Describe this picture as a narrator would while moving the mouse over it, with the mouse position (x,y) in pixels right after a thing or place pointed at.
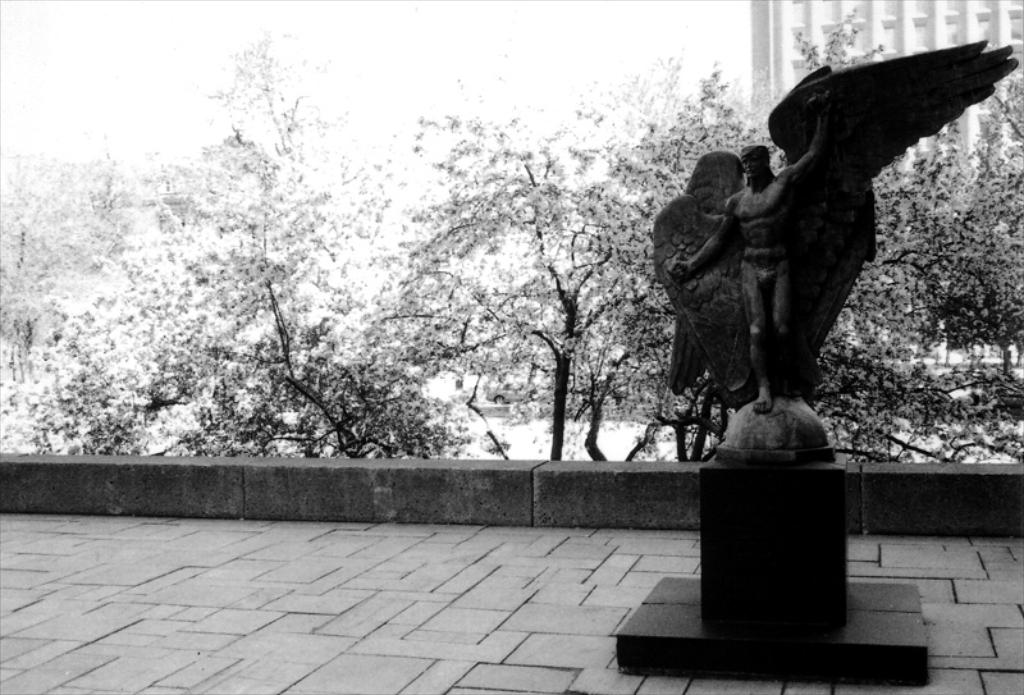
There is a statue (809,253) on the right side (773,340). Statue (764,283) is on a stand (748,601). Also there is a floor (208,563) and a small wall (311,496). And in the background (378,333) there are trees (318,320) and buildings (796,45).
